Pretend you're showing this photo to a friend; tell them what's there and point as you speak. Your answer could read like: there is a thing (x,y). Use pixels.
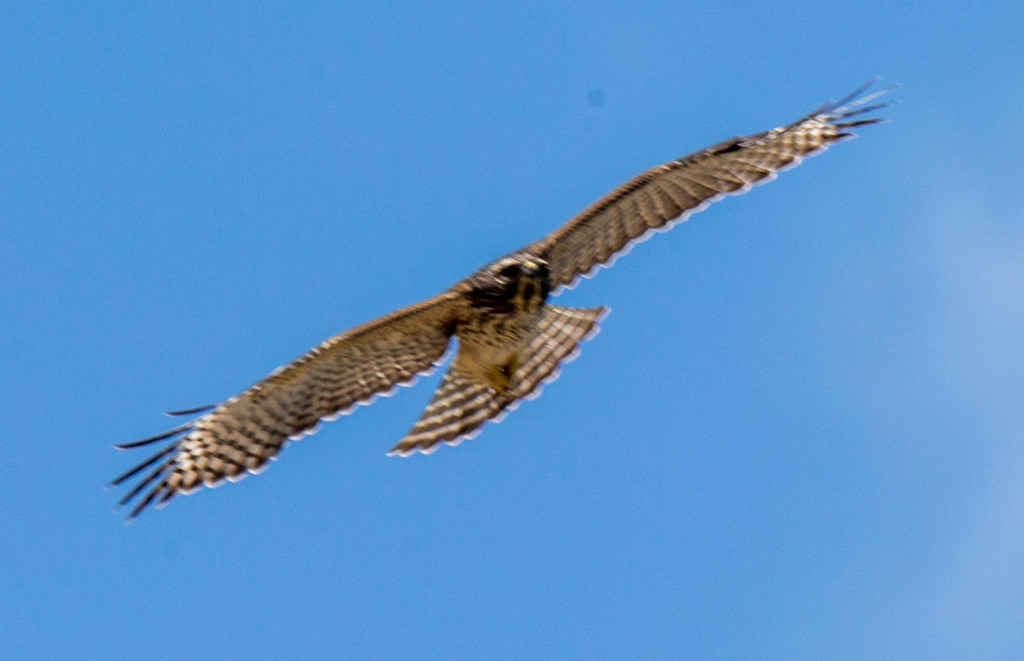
There is a bird (550,315) in brown and white color combination, flying in the air (454,352). In the background (515,460), there is a blue sky (866,181).
